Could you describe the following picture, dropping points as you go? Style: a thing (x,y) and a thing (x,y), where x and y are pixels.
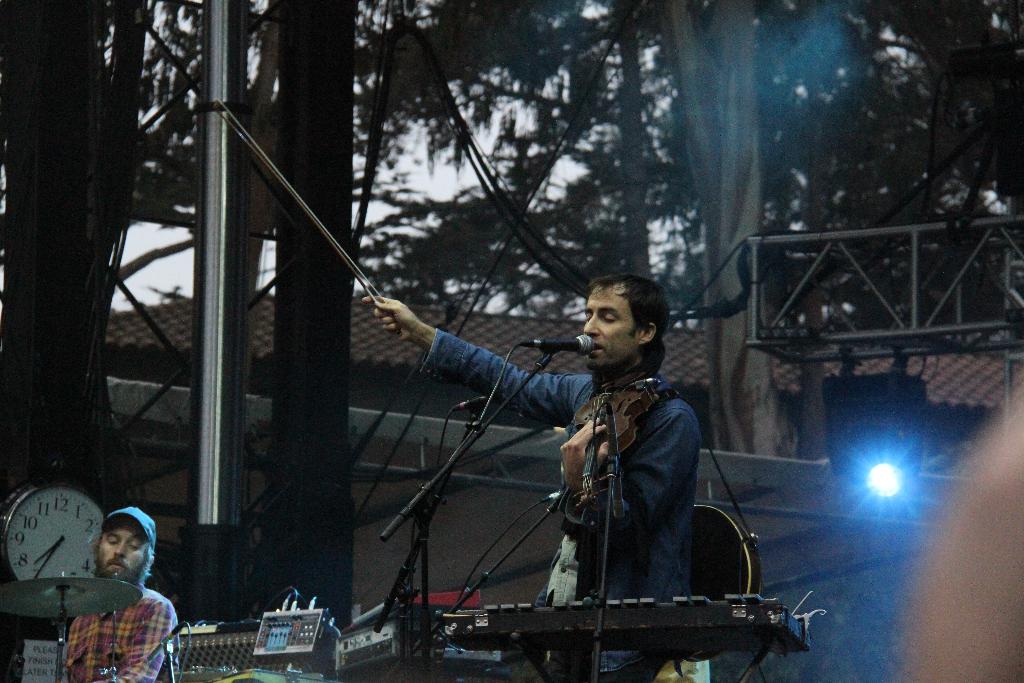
In the picture, there is a person (599,358) singing and playing violin (637,391) and there are different instruments (548,628) around the person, on the left side (126,636) there is a person (126,636) playing the drums (68,595) and beside him there is a clock (43,504). In the background (894,454) there is a light (905,463) and behind the lights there is a roof (967,387) and few trees (897,174).
